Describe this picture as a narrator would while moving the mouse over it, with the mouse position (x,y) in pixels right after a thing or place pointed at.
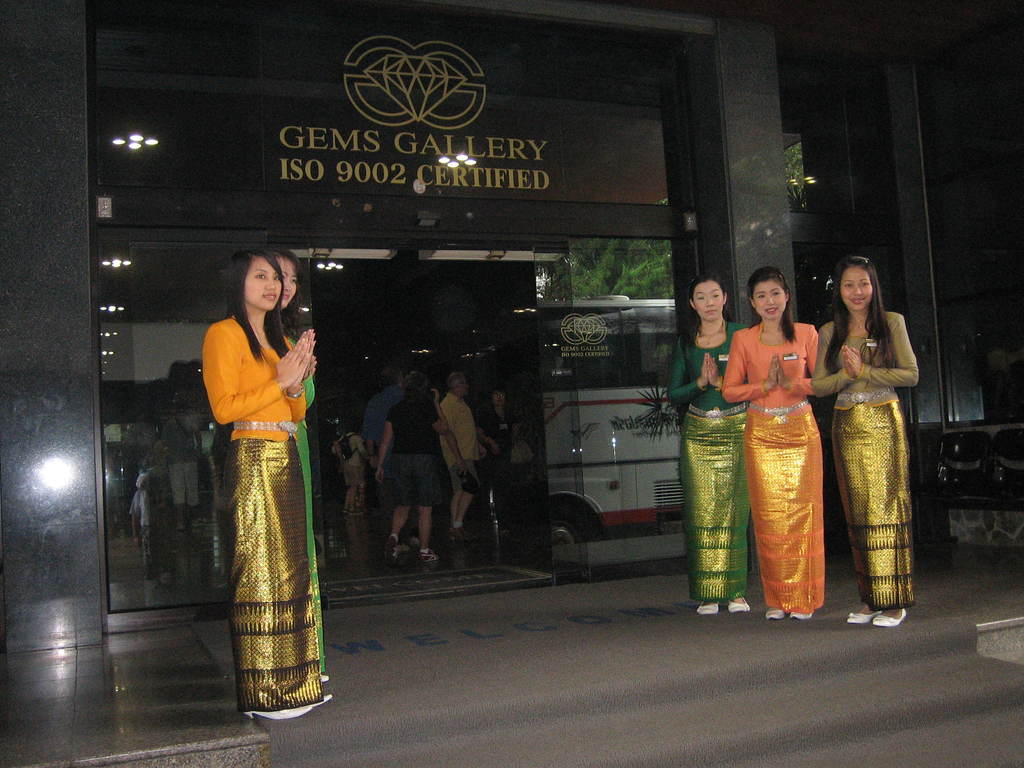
In this image, we can see some women (737,470) standing, there are some people (384,397) walking into the building (189,563), we can see the reflection (677,492) of a bus (581,437) on the mirror (608,393).
